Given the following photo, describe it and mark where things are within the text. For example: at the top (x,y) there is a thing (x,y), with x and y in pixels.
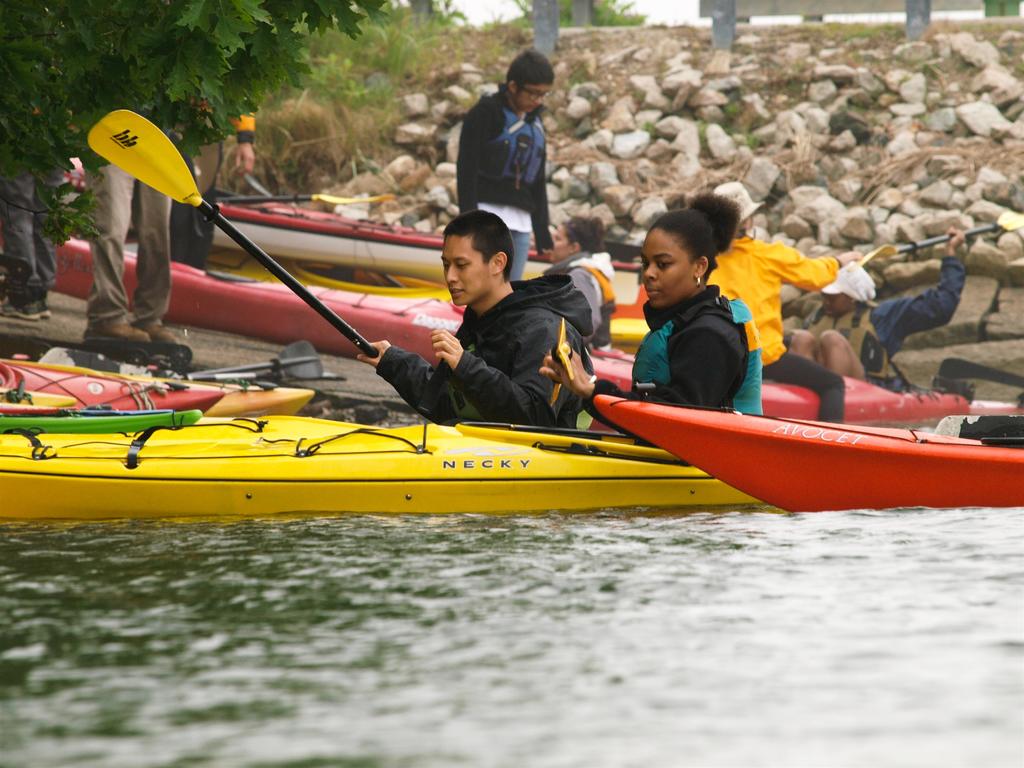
In this image, we can see some people (572,299) rowing boat (619,470) and in the background (397,110), there are trees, rocks (623,103), and some boats (396,263). At the bottom (432,628), there is water (389,643).
